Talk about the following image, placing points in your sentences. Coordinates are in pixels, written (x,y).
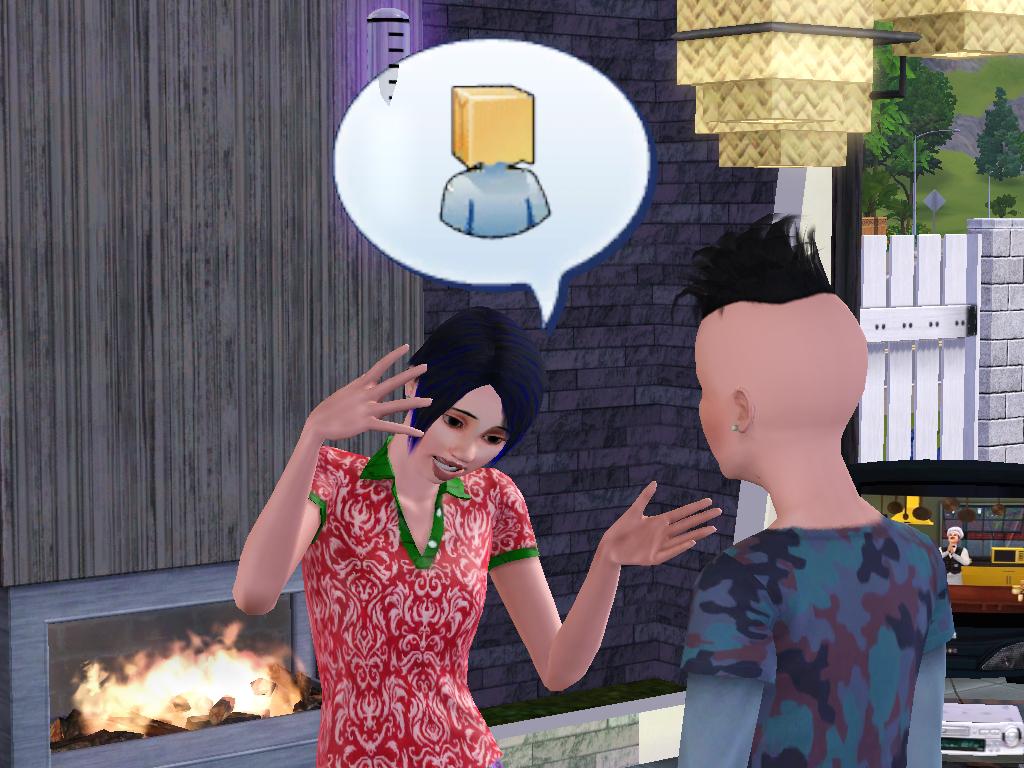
This is an animated image. Here I can see two persons (386,553). One person (386,553) is seems to be talking. On the left side (97,677), I can see the fire (193,691) and a wall (116,279). On the right side (935,558), I can see a person (944,574), television (1007,627), wall (987,381), gate (929,344) and trees (938,94).
